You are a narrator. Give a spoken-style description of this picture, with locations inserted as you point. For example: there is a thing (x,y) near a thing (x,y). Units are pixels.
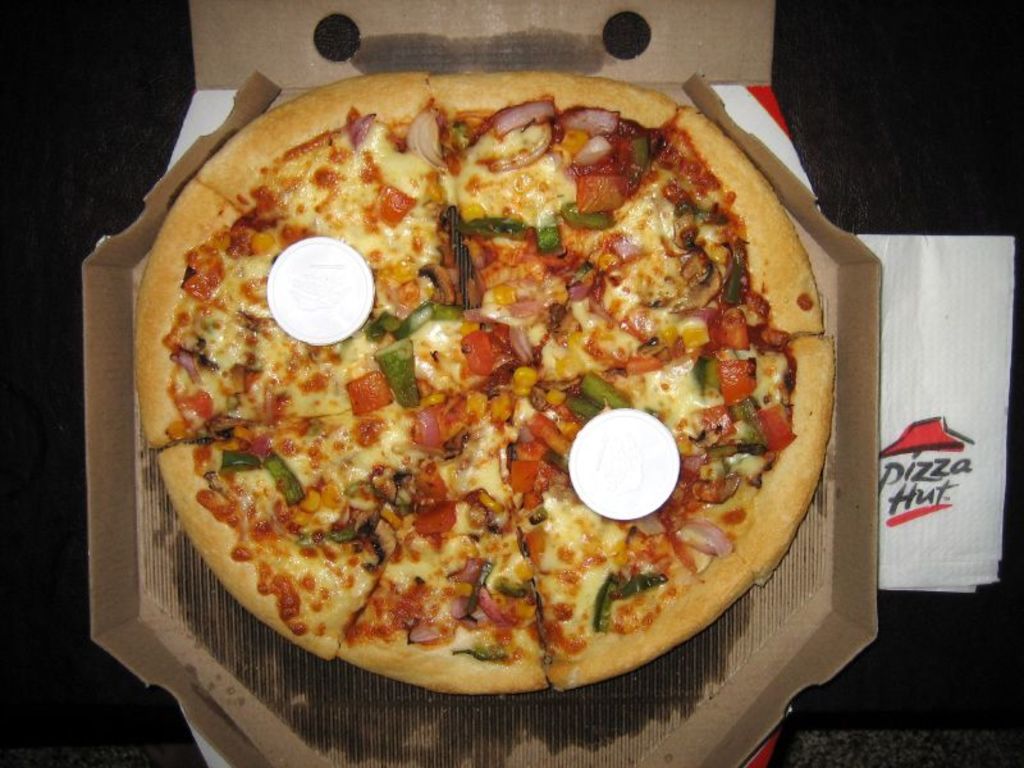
In this image we can see a table (1002,648). On the table (926,660) there is a pizza (435,346) and tissue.
